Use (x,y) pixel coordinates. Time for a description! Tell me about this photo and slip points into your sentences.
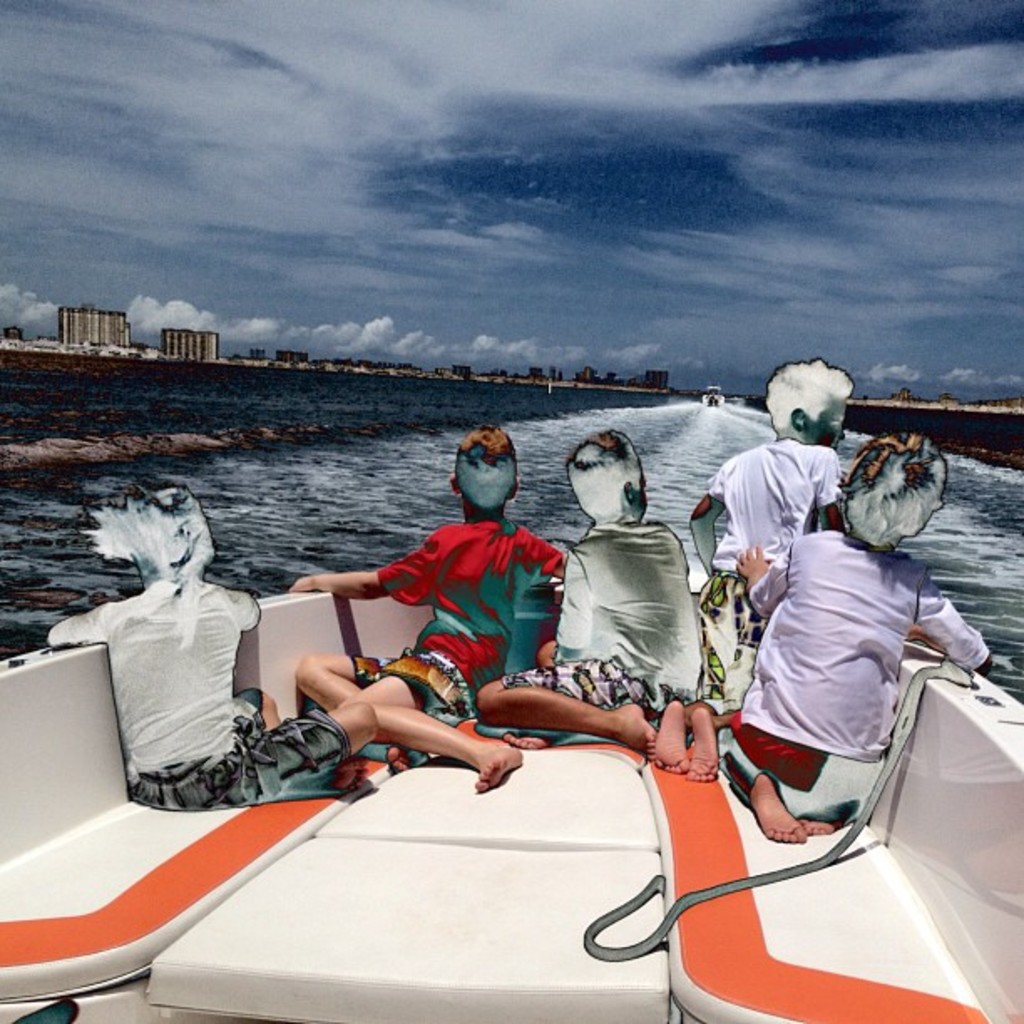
This is an edited image. In the foreground of the picture (616,622) there are kids (677,633) sitting in a boat (583,794), in front of them there is a water body (677,435). In the center of the background (702,406) there is a boat (715,402) in the water (690,399). In the background (455,370) there are buildings (66,321).
